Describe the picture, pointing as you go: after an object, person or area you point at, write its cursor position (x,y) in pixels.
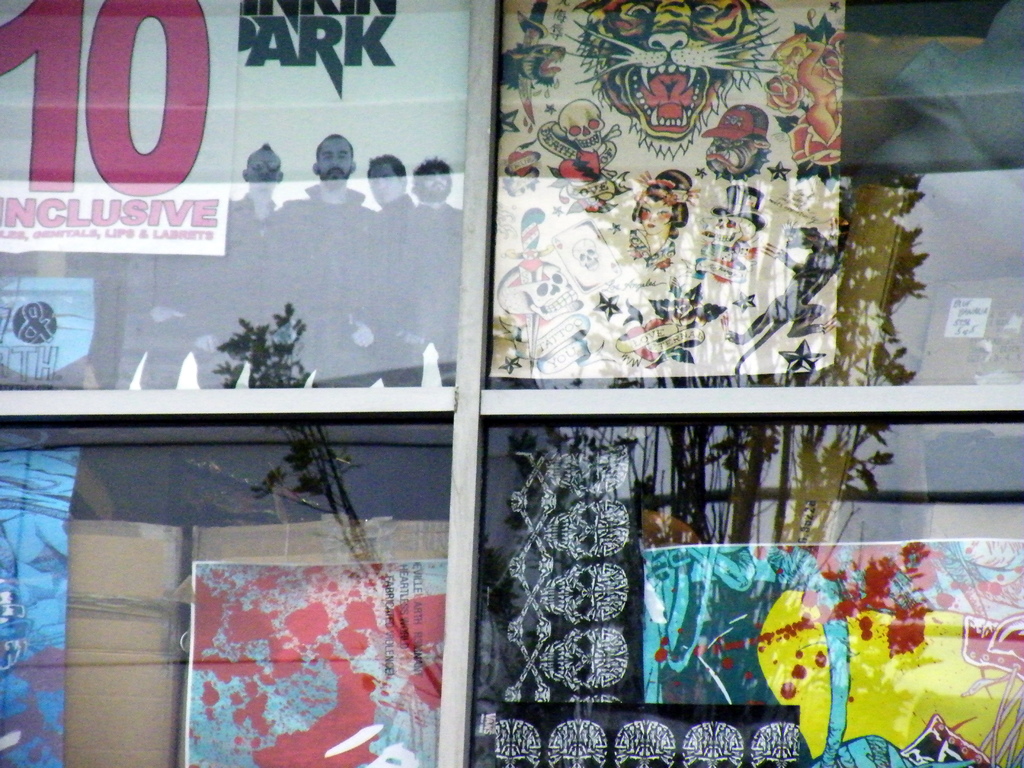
In this image we can see window glasses (413,52). Through the glasses (409,66) we can see posters (531,516), carton boxes (97,719) and other objects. On the glasses (435,377) we can see the reflection of a tree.
